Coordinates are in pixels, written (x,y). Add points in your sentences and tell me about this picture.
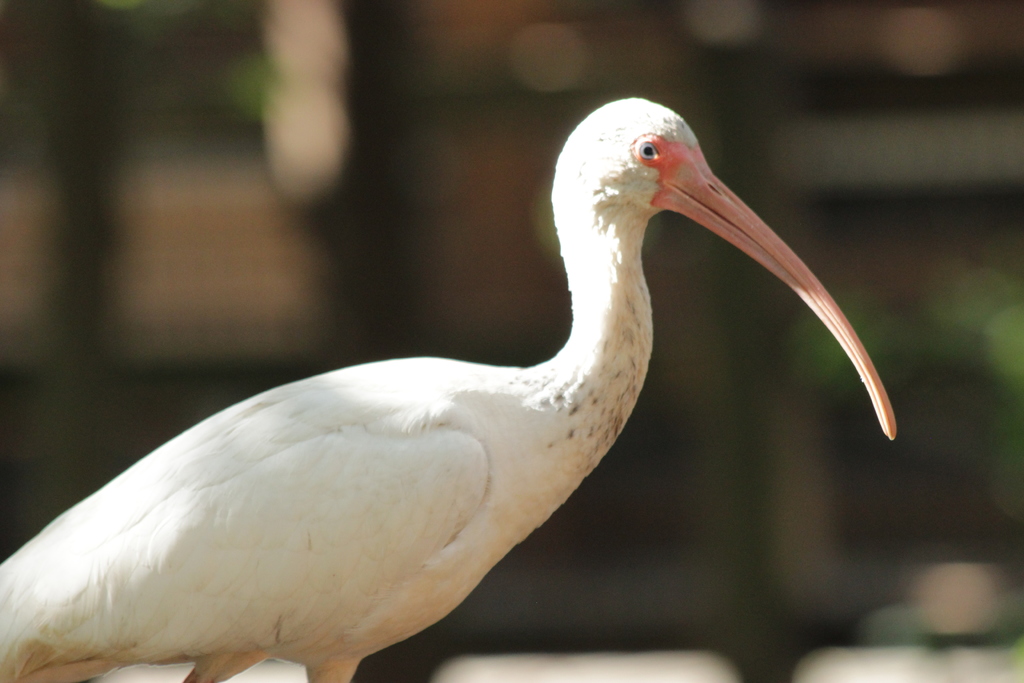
In this image in the front (393,454) there is a bird (447,497) which is white in colour and the background (989,219) is blurry.
